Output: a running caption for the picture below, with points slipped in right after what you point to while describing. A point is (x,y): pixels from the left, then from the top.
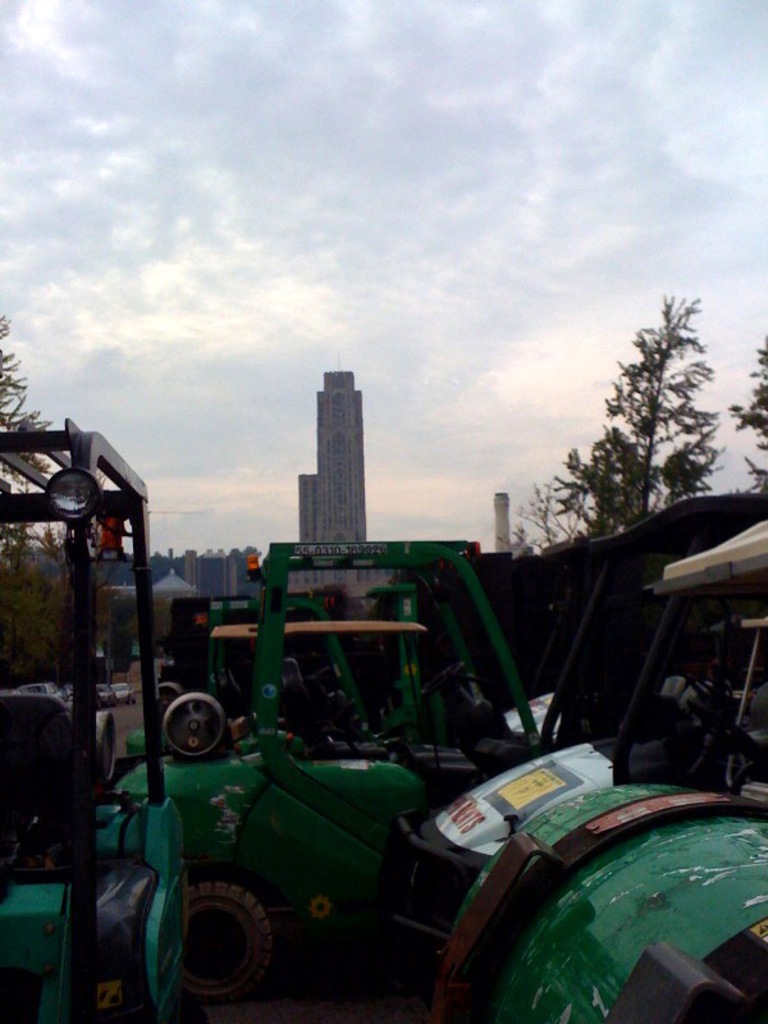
In this image we can see few vehicles (419,576), behind them there are few buildings (333,442), few trees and clouds (447,160).
